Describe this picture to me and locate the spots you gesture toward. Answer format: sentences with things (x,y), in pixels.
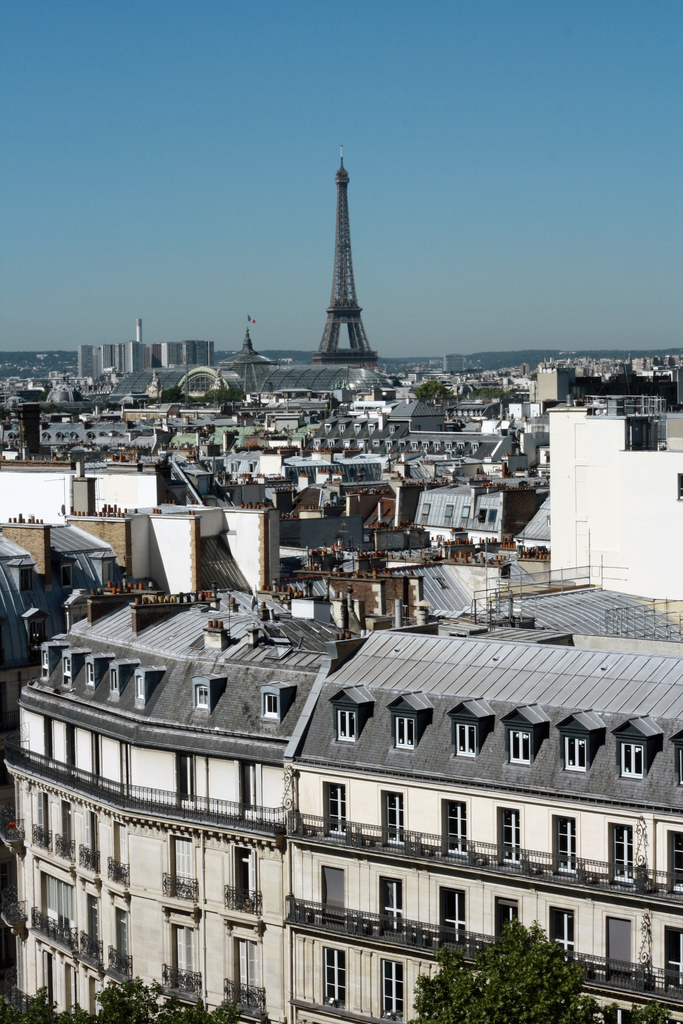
In this image there are few buildings (76,436), tower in the middle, at the top (519,172) there is the sky (371,172), at the bottom (71,1021) there are some trees (540,955) visible.
